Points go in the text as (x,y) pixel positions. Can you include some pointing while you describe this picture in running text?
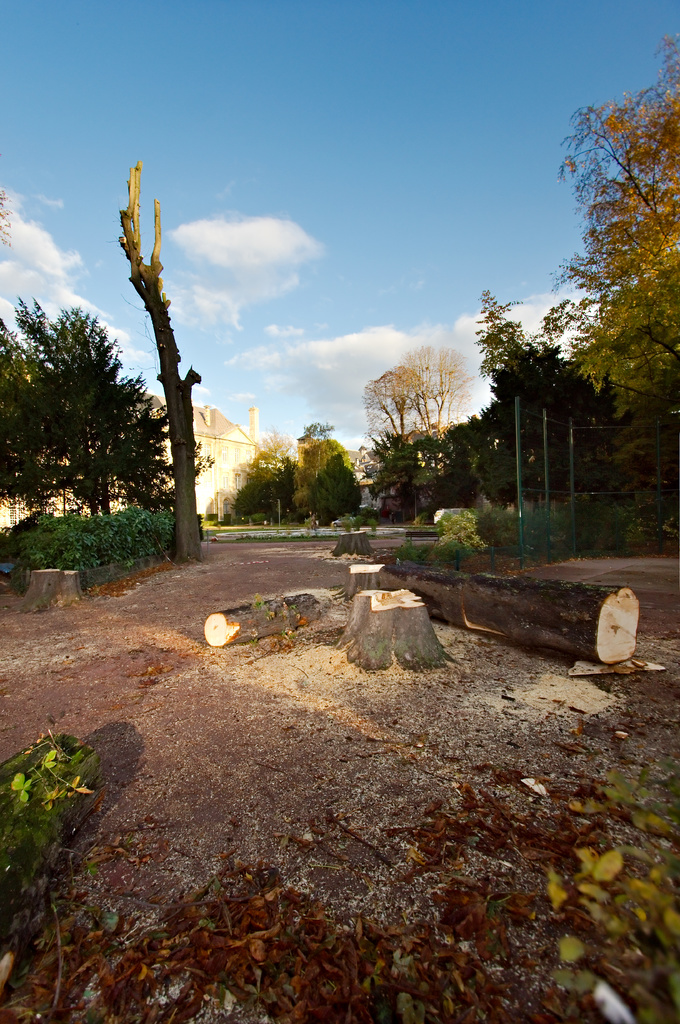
This is an outside view. In the middle of the image (277,626) there are few trunks (317,604) on the ground (220,721). In the background (271,433) there are many trees (662,347) and a building (223,439). At the top of the image (344,156) I can see the sky (327,138) and clouds (236,251).
